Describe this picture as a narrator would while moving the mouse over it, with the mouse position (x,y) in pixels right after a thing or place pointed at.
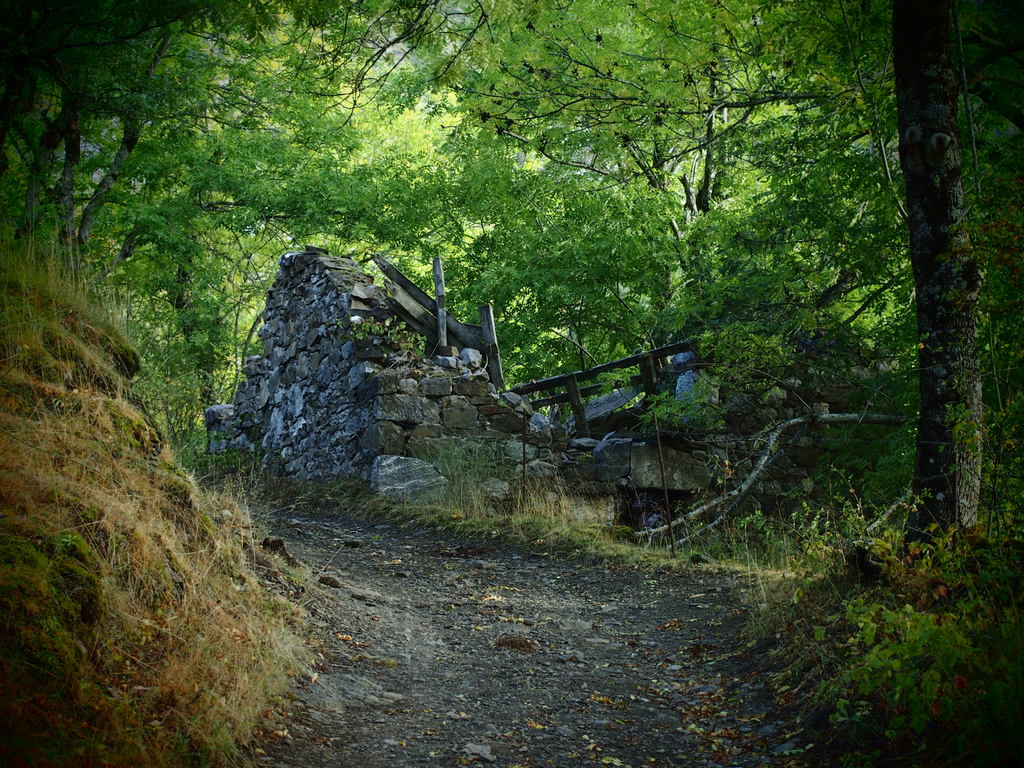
In this image at the center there is a road (600,662). On both right and left side of the image (116,497) there is a grass (92,587) on the surface (147,653). At the background (307,420) there are rocks (368,362) and trees (479,247).
